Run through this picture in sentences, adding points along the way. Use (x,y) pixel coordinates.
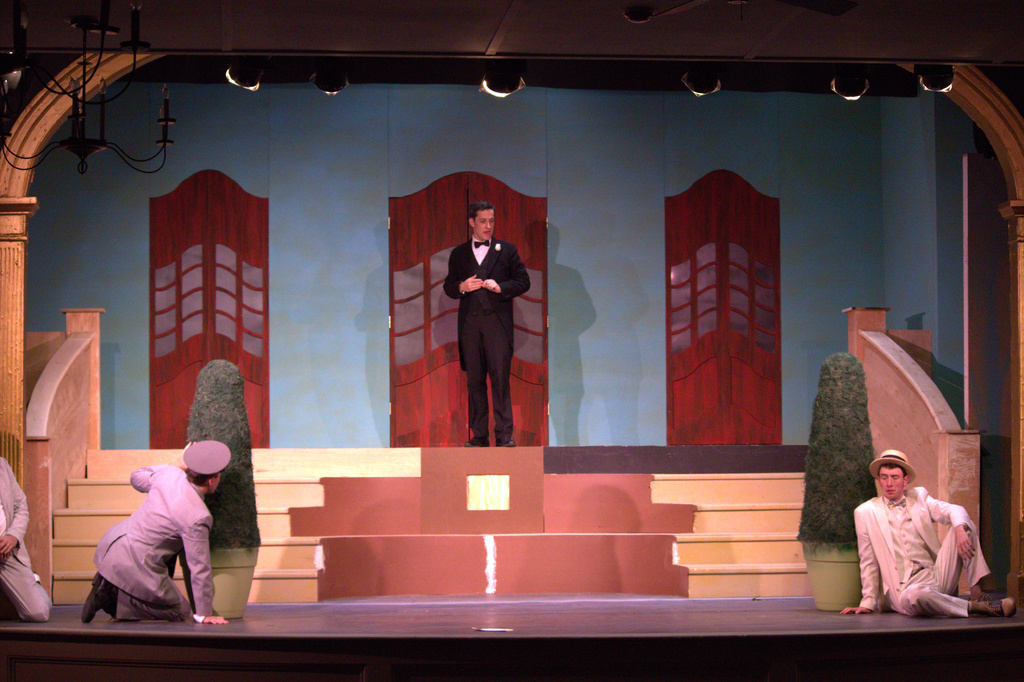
In this picture we can see there are groups of people (877,531) on the stage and a man (459,289) in the black blazer (466,269) is standing. Behind the people (488,445) there are house plants (841,462) and a wall (138,182). At the top (81,151) there is a chandelier (80,122) and lights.
